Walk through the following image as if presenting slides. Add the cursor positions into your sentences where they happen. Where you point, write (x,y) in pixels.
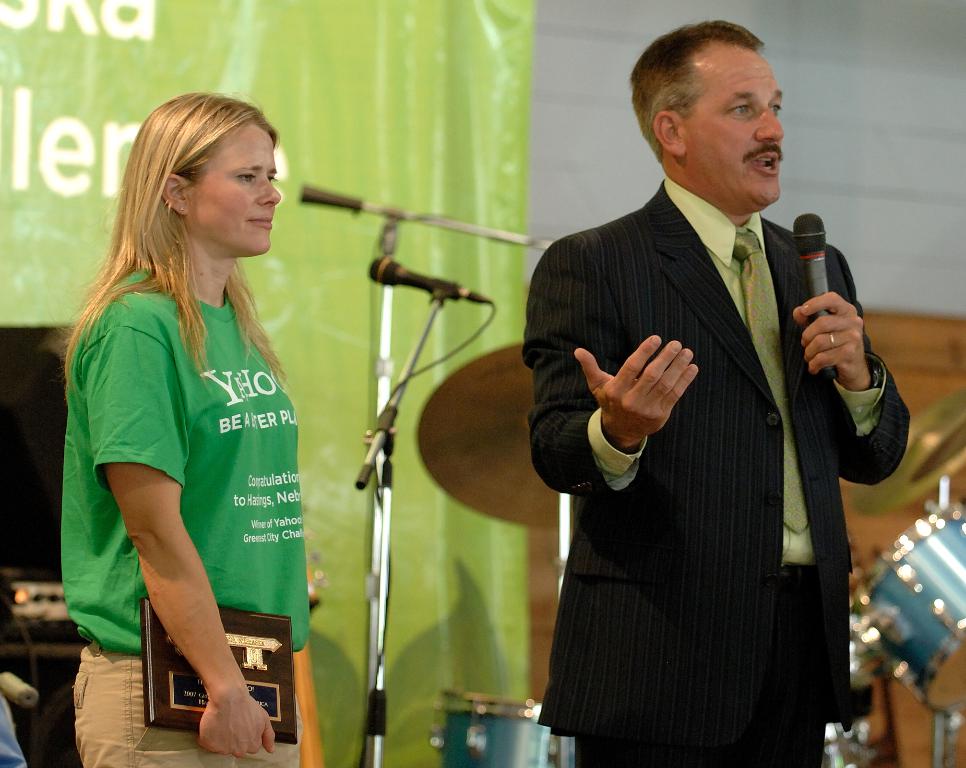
In this image I can see a woman (95,693) and a man (565,392) are standing. I can also see he is holding a mic (801,236) and she is holding a plaque (276,622). In the background (378,490) I can see few more mics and a drum set (851,735).
